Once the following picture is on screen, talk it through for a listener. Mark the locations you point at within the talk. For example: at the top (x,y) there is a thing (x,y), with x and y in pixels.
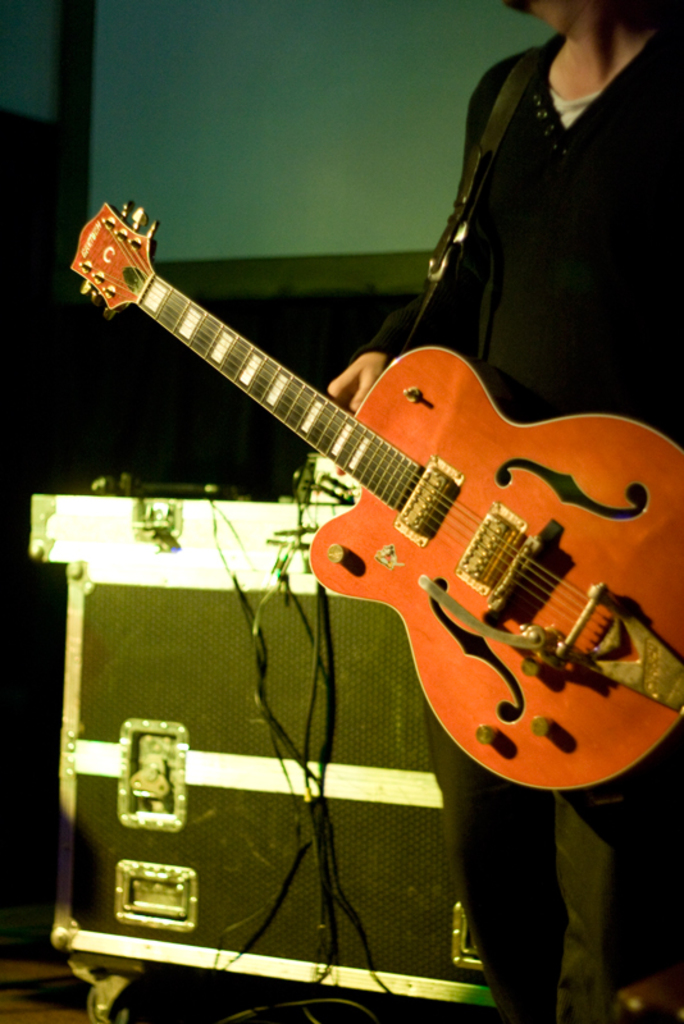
Person (562,399) is wearing guitar (533,560), this is box (249,742).
